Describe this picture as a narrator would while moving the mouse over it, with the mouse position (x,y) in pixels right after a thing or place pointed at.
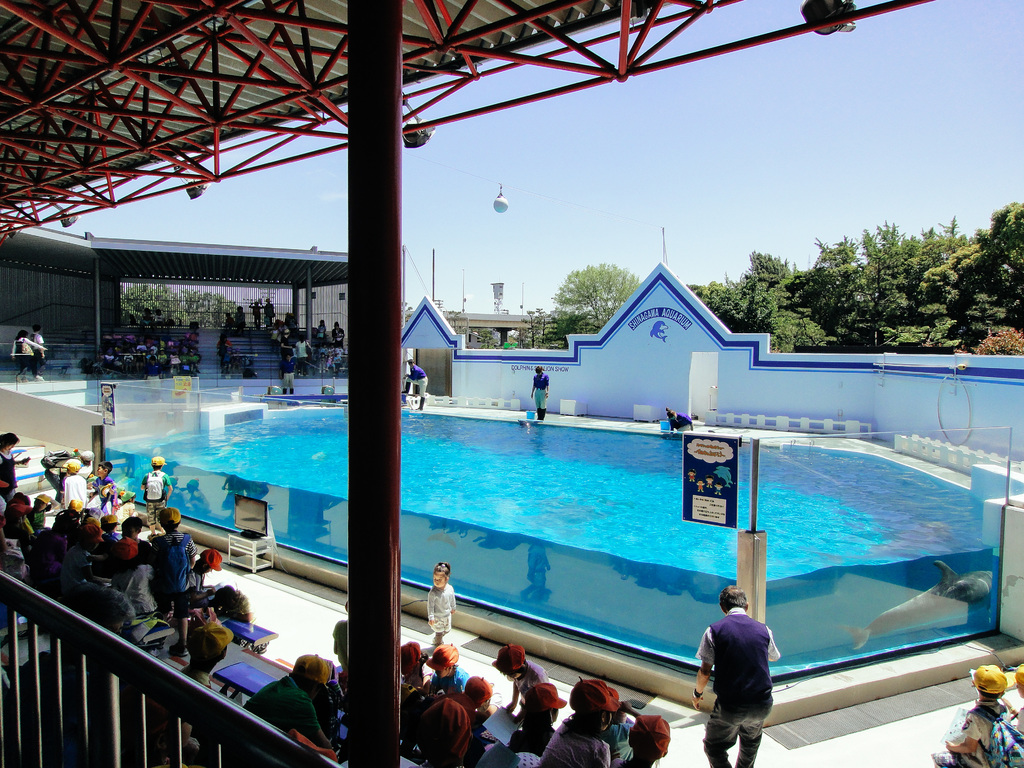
In this image, we can see a dolphin (921,605) in the pool (549,475) and in the background (617,390), there are many people (160,508) and some are wearing caps (595,681) and we can see a railing (118,716), sheds (161,277), stairs (130,330), boards (183,379), stands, trees (932,304), poles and there is a wall (917,398) and there is a ball (494,204). At the top (644,148), there is sky (648,151).
